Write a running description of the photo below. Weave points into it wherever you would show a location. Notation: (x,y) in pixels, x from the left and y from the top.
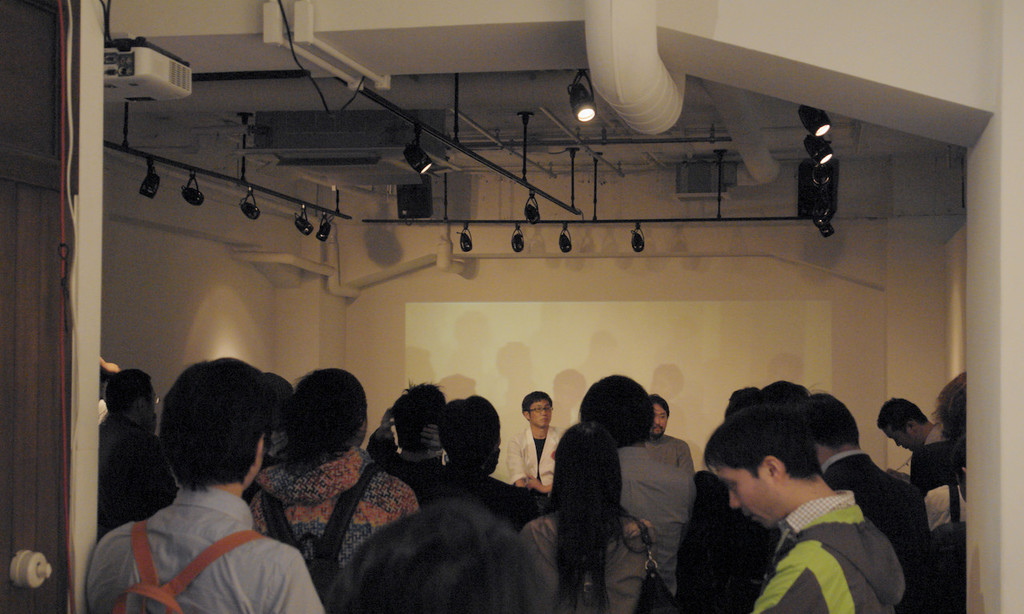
In this image, we can see some people (237,380) standing and we can see the wall (287,248), at the top (613,24) we can see the lights (151,194) and there is a duct (627,59) and we can see a projector (142,91).
